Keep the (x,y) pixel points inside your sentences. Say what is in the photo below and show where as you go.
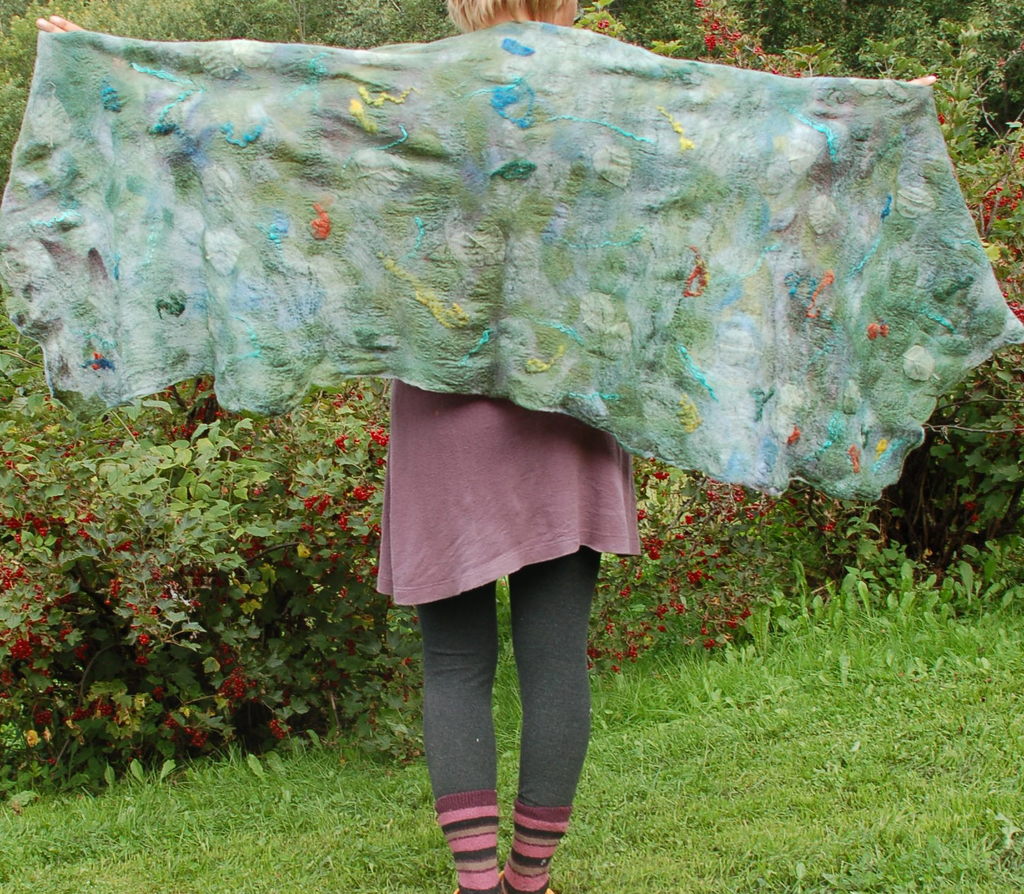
In this image we can see a person (535,758) is standing and wearing pink color dress (514,520). Hand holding green color scarf (486,248). The land (664,857) is covered with grass (260,810). Background of the image (149,579) plants (769,550) and trees (1000,121) are there.
